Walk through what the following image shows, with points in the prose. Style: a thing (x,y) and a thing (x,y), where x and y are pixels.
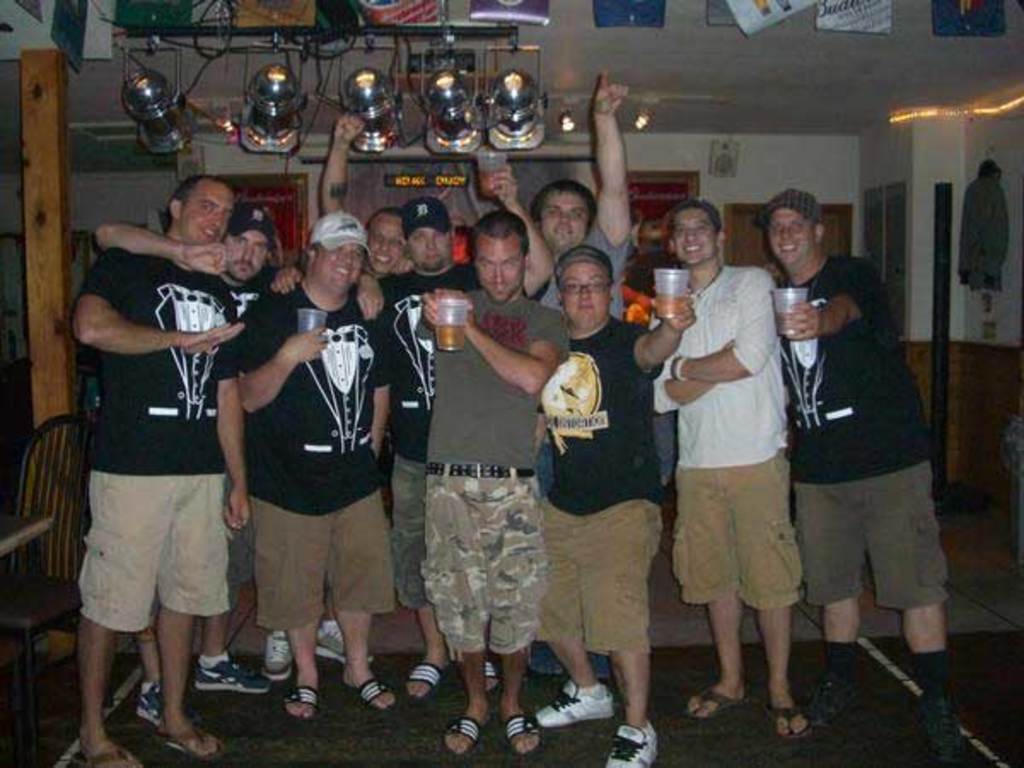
In this image we can see a few people (284,456) standing, among them, some are holding the glasses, there are posters (992,25) and some other objects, also we can see a table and a chair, in the background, we can see some speakers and photo frames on the wall (649,159).
